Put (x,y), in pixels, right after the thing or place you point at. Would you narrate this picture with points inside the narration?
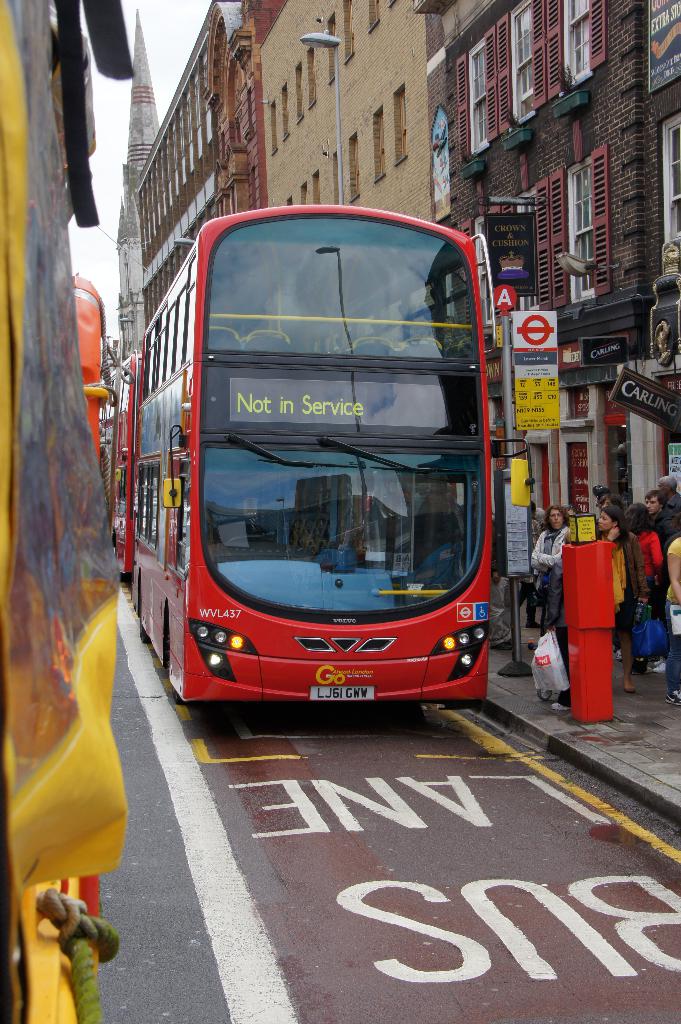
In this picture I can observe a red color bus (340,493) parked on the road (222,792). On the right side (550,549) there are some people (610,523) standing on the footpath (651,753). In the background (346,93) there is a building (228,176) and sky (170,61).
